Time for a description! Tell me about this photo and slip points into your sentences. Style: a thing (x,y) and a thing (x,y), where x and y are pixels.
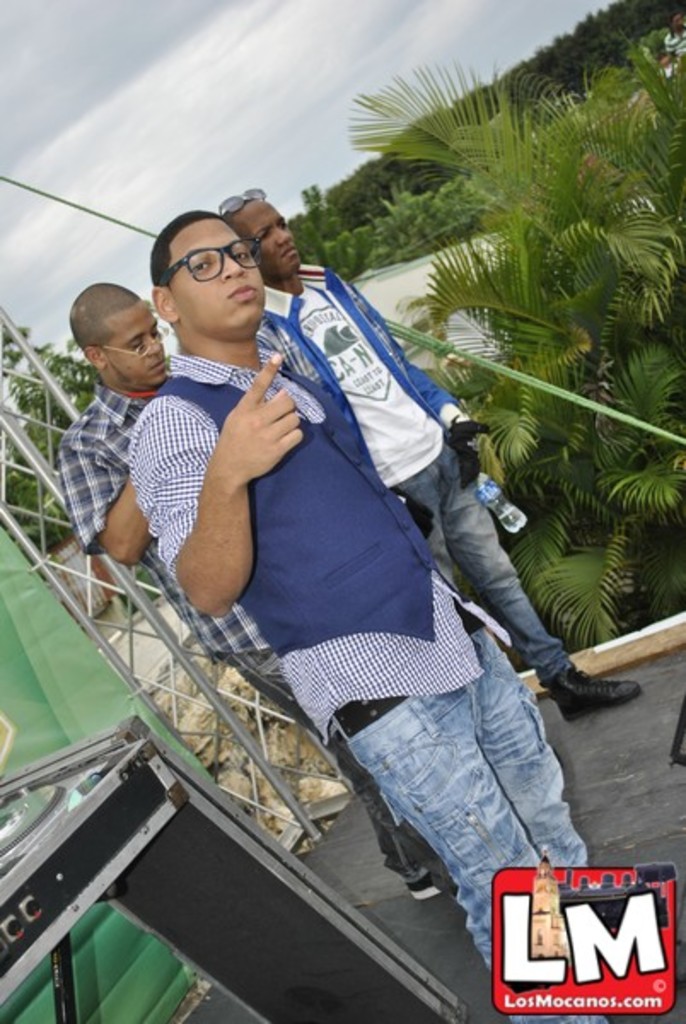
In the center of the image (288,515) there are people (364,546) standing. At the bottom of the image (499,928) there is logo (493,923). In the background of the image (460,212) there are trees (454,140). At the top of the image (281,91) there is sky (196,117).
